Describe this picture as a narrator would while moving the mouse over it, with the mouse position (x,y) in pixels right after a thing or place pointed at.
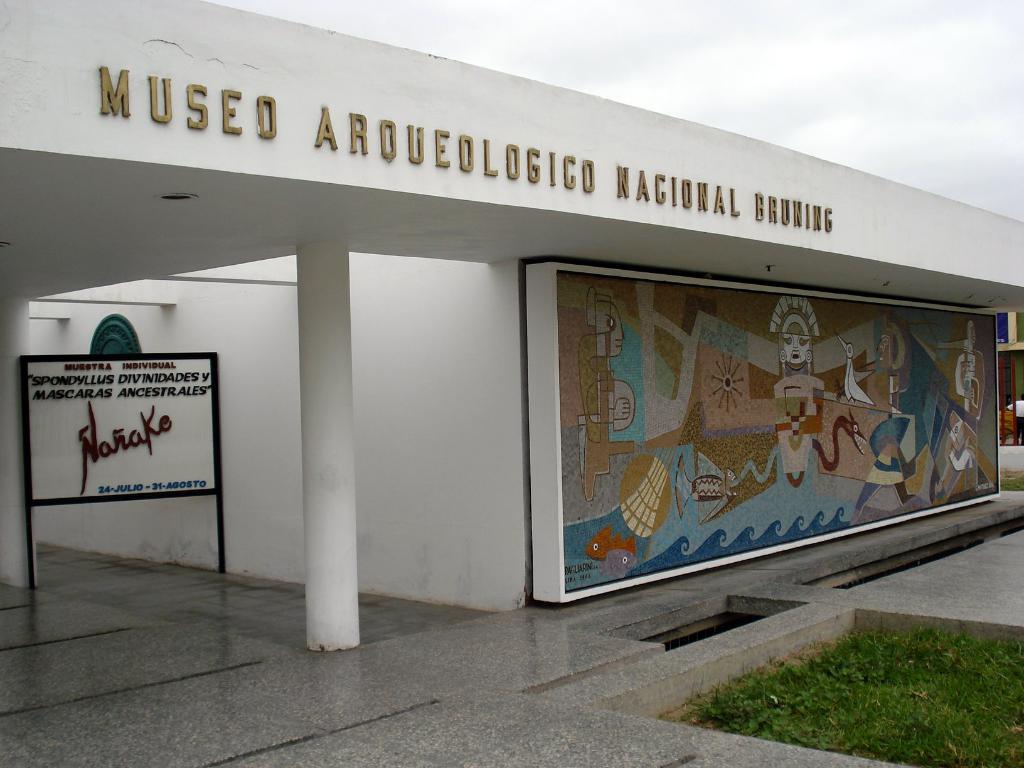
This image consists of a building (413,428) in white color. In the front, there is a board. At the bottom (786,719), there is a floor (502,729) along with grass (707,706). In the middle (342,376), there is a pillar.
